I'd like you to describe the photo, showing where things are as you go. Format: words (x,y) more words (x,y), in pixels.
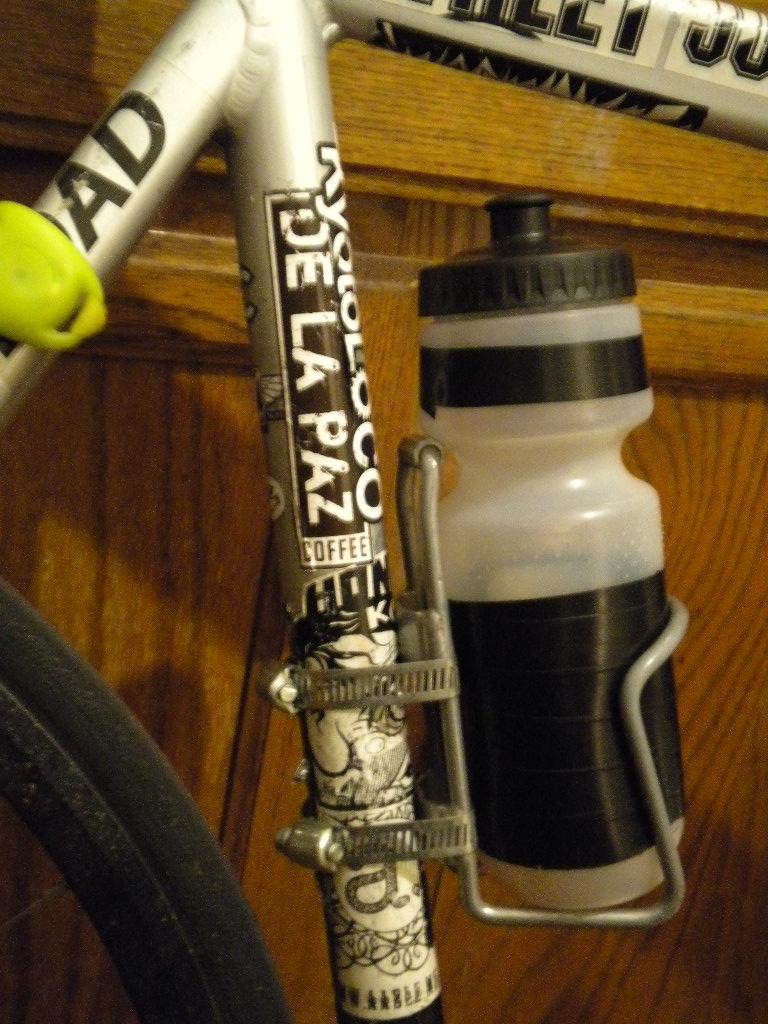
In this image we can see a part of cycle (279,396) and a bottle (539,628). In the background (696,187) we can see a wooden door (474,215).
